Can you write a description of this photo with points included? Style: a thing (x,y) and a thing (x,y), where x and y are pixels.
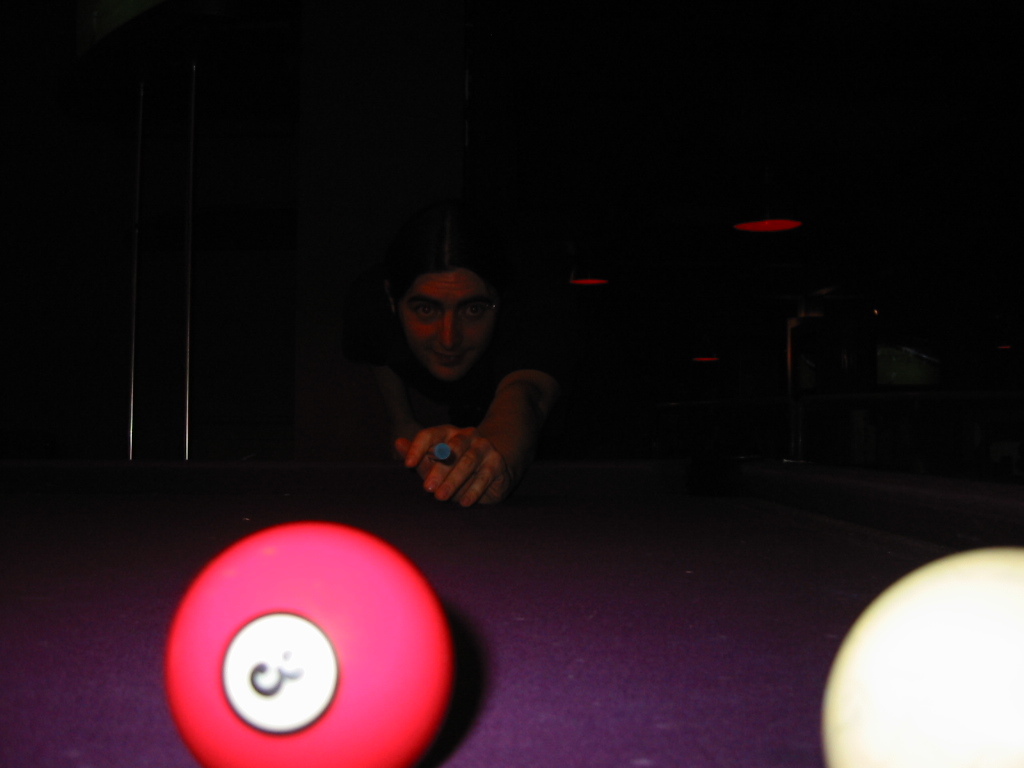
In this image I can see a person (450,463) playing snookers. I can see two snooker balls (882,665) at the bottom of the image (915,704) on a table (121,572) and the background (855,288) is dark.
